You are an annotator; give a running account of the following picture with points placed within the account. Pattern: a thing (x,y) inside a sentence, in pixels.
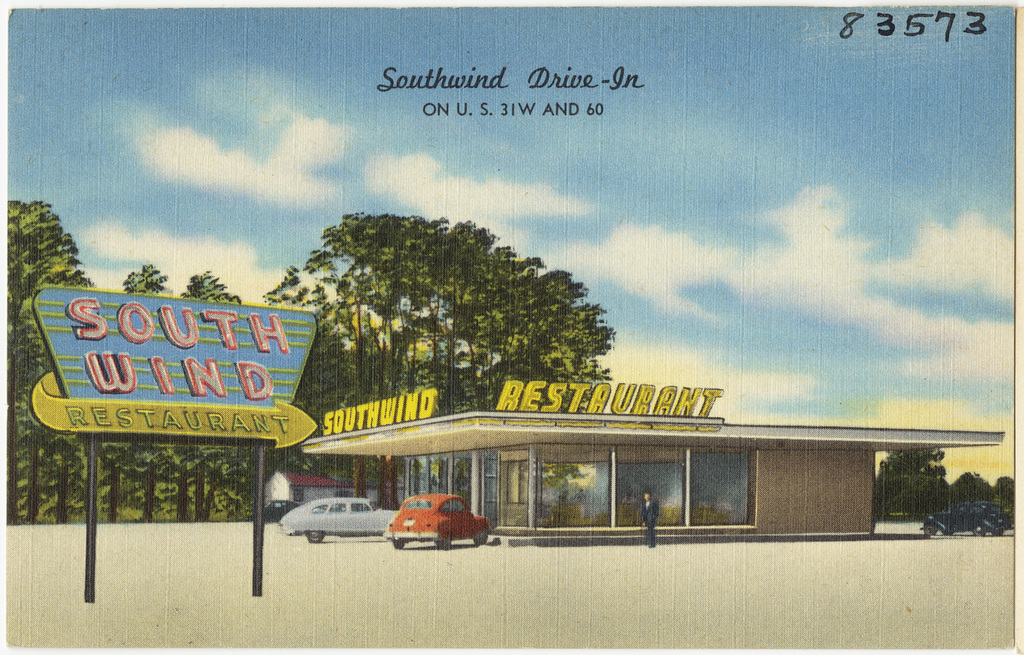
In this image I can see a board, vehicles (325,521) and a person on the road (707,604). In the background (715,443) I can see a restaurant (690,448), trees (333,362), house (310,483), text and the sky (543,211). This image looks like an edited photo.
